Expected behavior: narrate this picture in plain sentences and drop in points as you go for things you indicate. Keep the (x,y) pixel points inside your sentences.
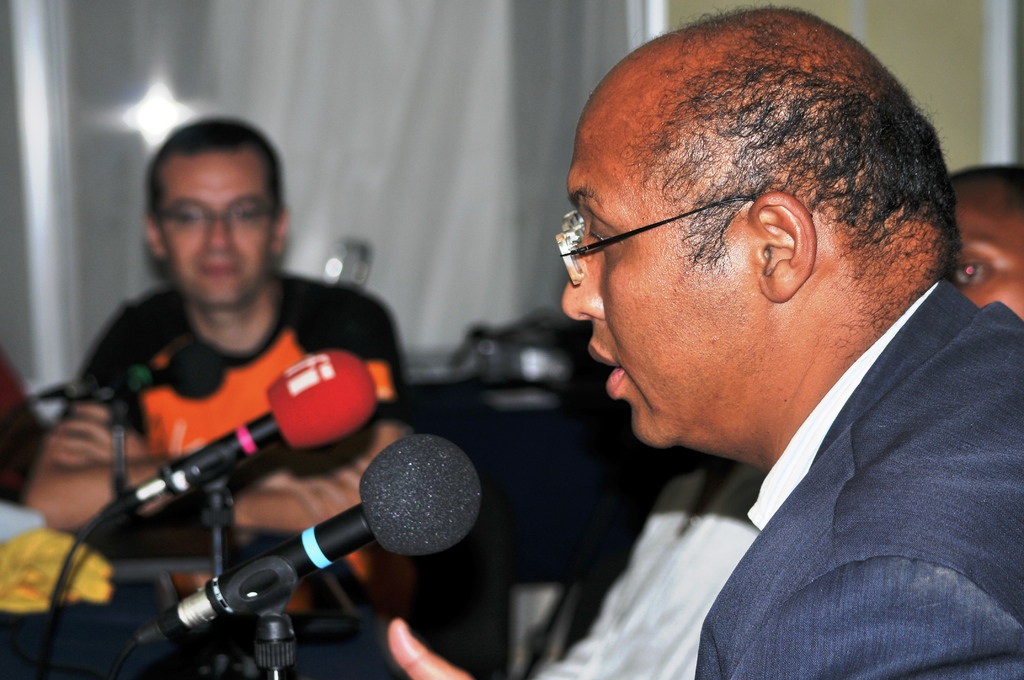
In this image there are group of people (251,517) sitting, there are mics (213,591) with the mics stands (211,572) and some other objects (23,513) on the table (11,678), and in the background (958,44) there is a wall (943,45).
